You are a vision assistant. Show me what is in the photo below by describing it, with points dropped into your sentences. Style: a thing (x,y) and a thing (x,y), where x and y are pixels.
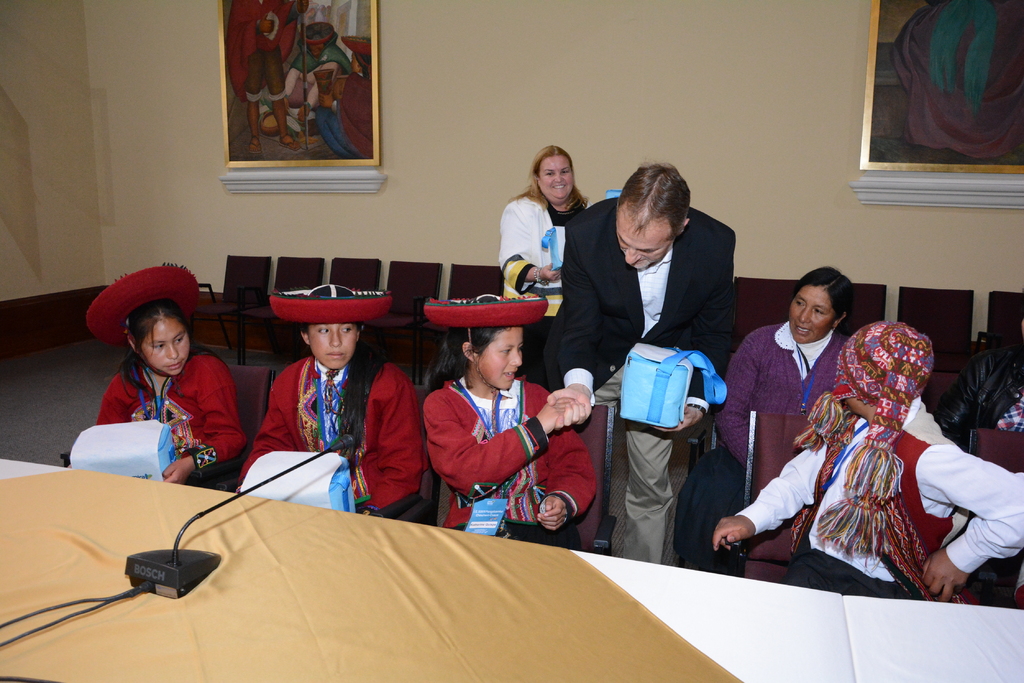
On the left side (178,550), there is a mic (267,482) arranged on a light brown colored cloth (318,638) which is on a table (617,652). Beside this table (407,551), there are persons (494,340) sitting on chairs (1023,467). One of them is shaking hands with a person (658,176) who is in a suit (701,302) and holding a box (723,380). Beside this person (691,345), there is a woman (780,338) sitting and a person (510,221) smiling, holding an object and standing. In the background (1002,75), there are chairs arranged and there are photo frames (958,49) attached to the wall (389,67).
